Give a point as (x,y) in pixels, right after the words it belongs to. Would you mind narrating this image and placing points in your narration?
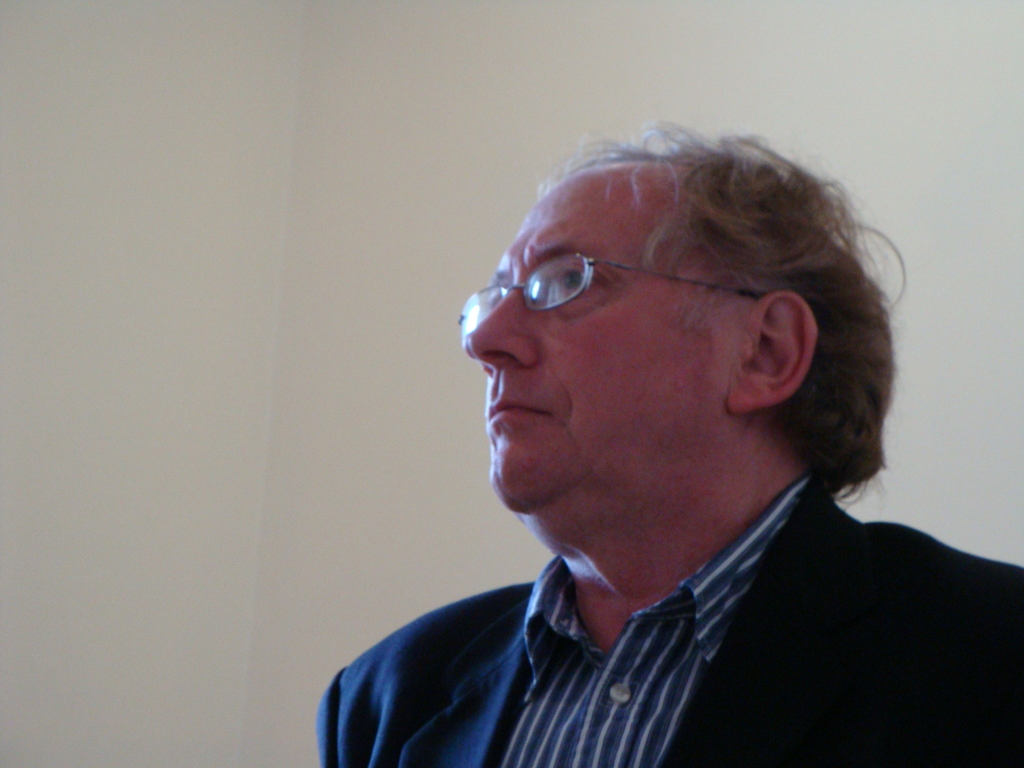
In this image in the front (560,535) there is a person (603,474). In the background (376,316) there is a wall (355,252).
